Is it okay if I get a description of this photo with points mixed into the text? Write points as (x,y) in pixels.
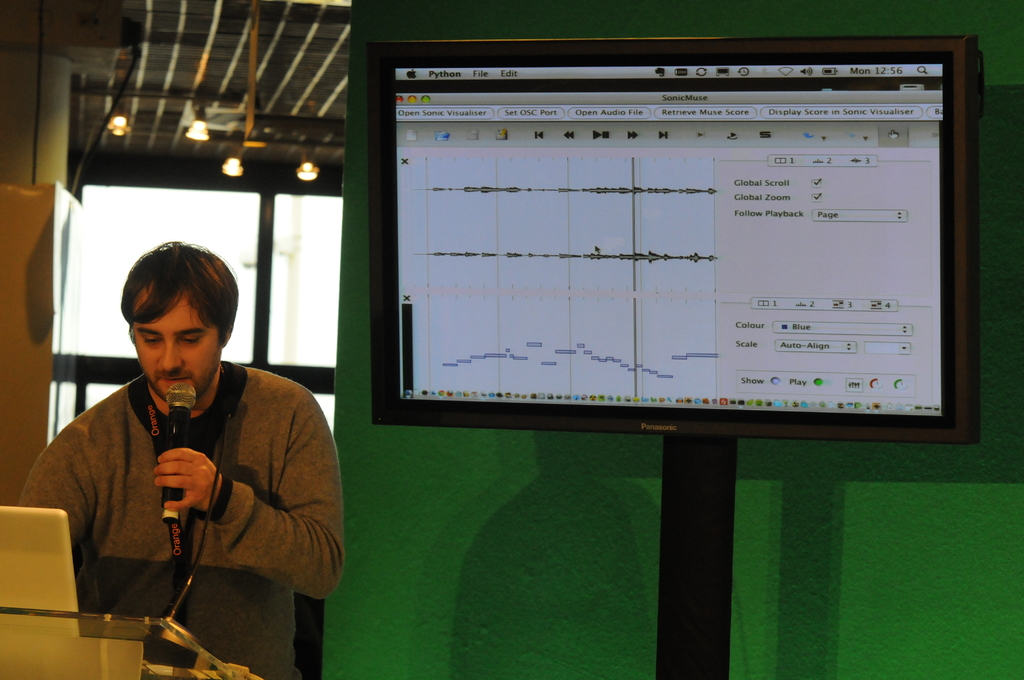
In this picture I can see on the left side (182,426) a man (147,426) is speaking in the microphone (182,426). On the right side (906,63) there is a t. v (671,285). in that there are graphs (621,272), there are lights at the top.
